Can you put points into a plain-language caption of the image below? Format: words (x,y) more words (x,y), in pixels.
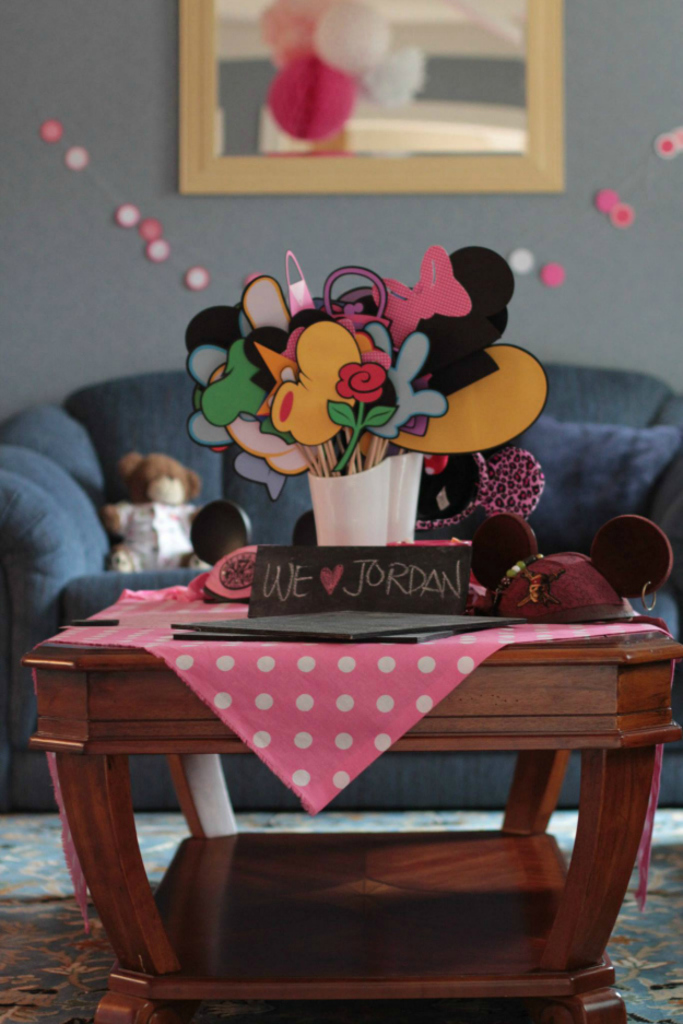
In this picture we can see a table (520,662), there is a cloth (326,733) on the table (529,663), in the background (48,482) we can see a couch (82,506) and also we can see wall (110,269) and portrait (193,154), there are some props (360,376) on the table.
